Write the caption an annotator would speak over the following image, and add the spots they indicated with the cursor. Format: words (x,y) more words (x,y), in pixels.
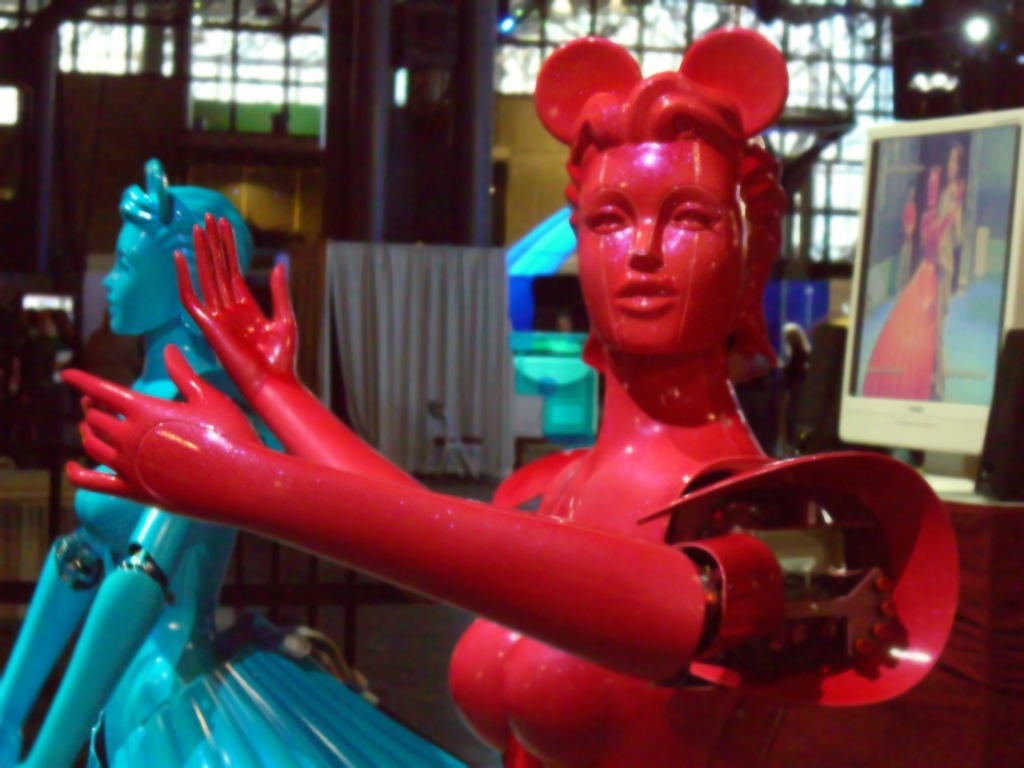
In this image I can see a red and a blue colour thing (474,710). In the background (1004,282) I can see a monitor (895,166), few speakers (826,355), a light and over there I can see a white colour thing (469,336).
